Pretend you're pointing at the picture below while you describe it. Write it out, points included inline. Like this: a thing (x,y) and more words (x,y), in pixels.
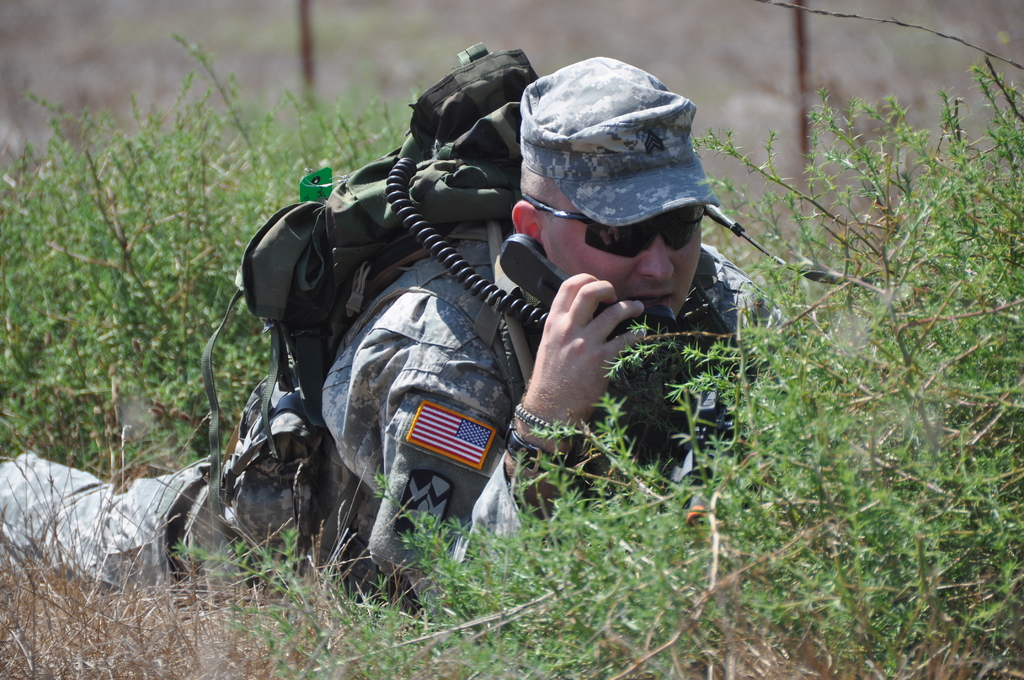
In this picture we can see a man (574,418) is lying, he is carrying a backpack (458,224) and holding a telephone (655,313), at the bottom (935,551) there are some plants (780,406), we can see a blurry background (720,52).
